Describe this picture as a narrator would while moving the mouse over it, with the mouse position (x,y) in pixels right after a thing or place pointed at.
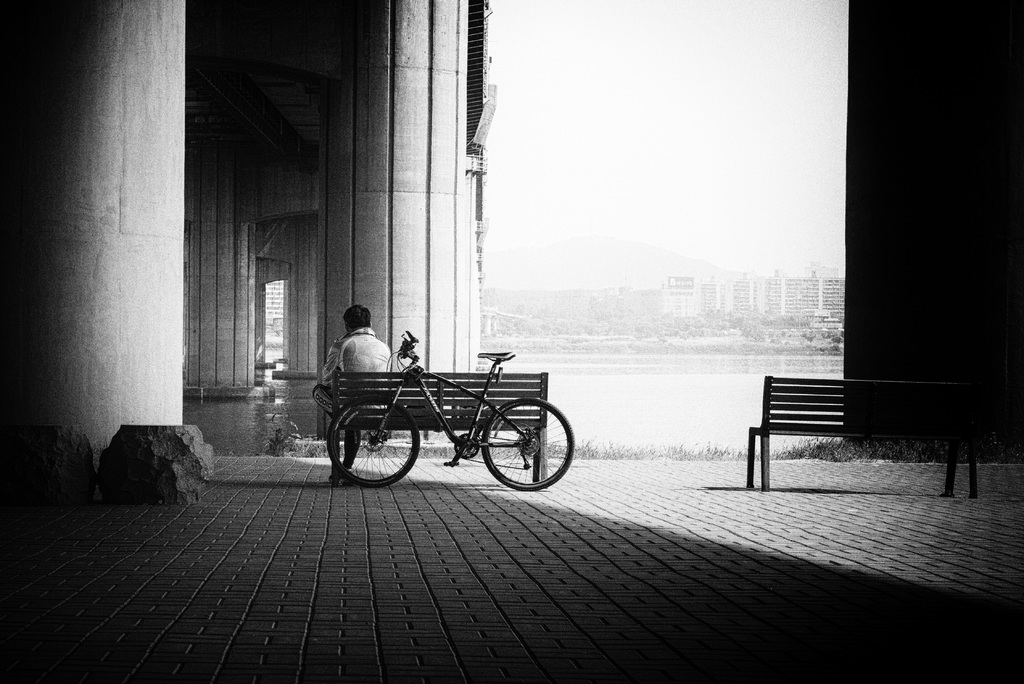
Far there are buildings (730,293). This is a bridge (317,194) with pillars (370,208). This are 2 benches (500,392). Man (374,364) sitting on a bench (373,391). Beside this bench (492,401) there is a bicycle (390,411). This is a freshwater river (246,424).
